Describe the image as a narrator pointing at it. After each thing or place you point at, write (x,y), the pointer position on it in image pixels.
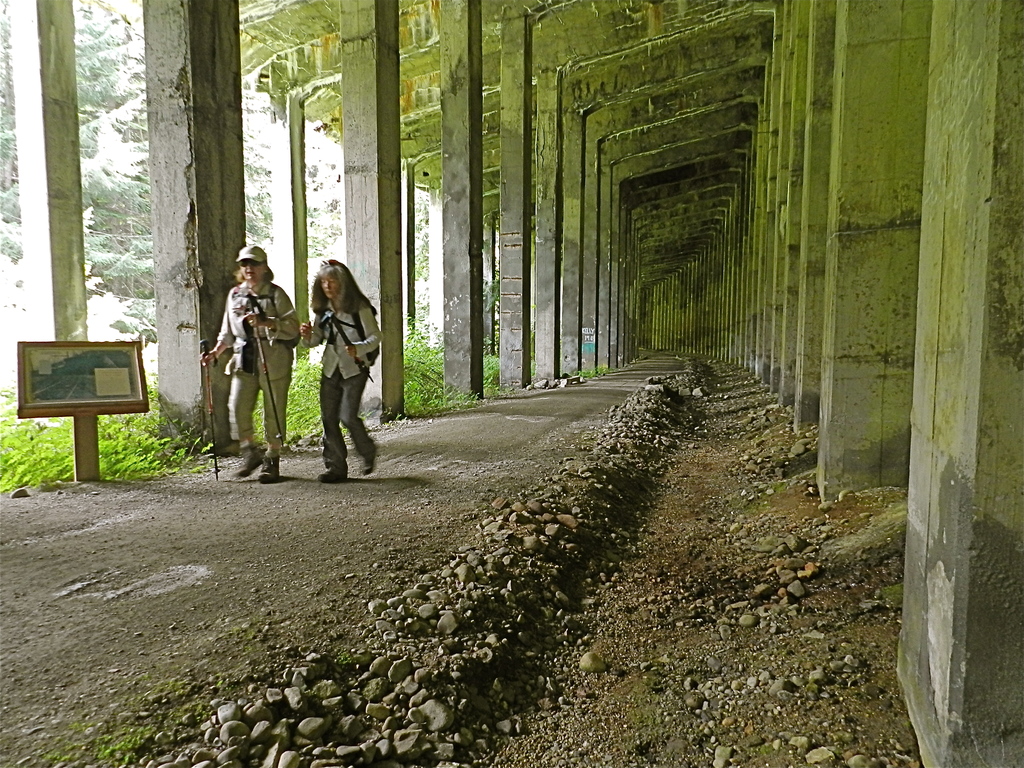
In this picture we can see an old woman (282,326) who is wearing cap (262,251), goggles (249,261), shirt (287,314), trouser (271,381) and shoe (267,468). She is holding sticks (263,364) and bag (246,346). Besides her we can see another woman (366,350) who is wearing shirt (347,333), bag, jeans (326,399) and shoe (327,469). Both of them are walking on this land (265,600). On the left (145,398) we can see a printing (51,359) which is near to the pillar (187,304). On the right (955,226) we can see building (791,216). Here we can see grass (133,435). On the bottom (357,686) we can see stones (398,645).
